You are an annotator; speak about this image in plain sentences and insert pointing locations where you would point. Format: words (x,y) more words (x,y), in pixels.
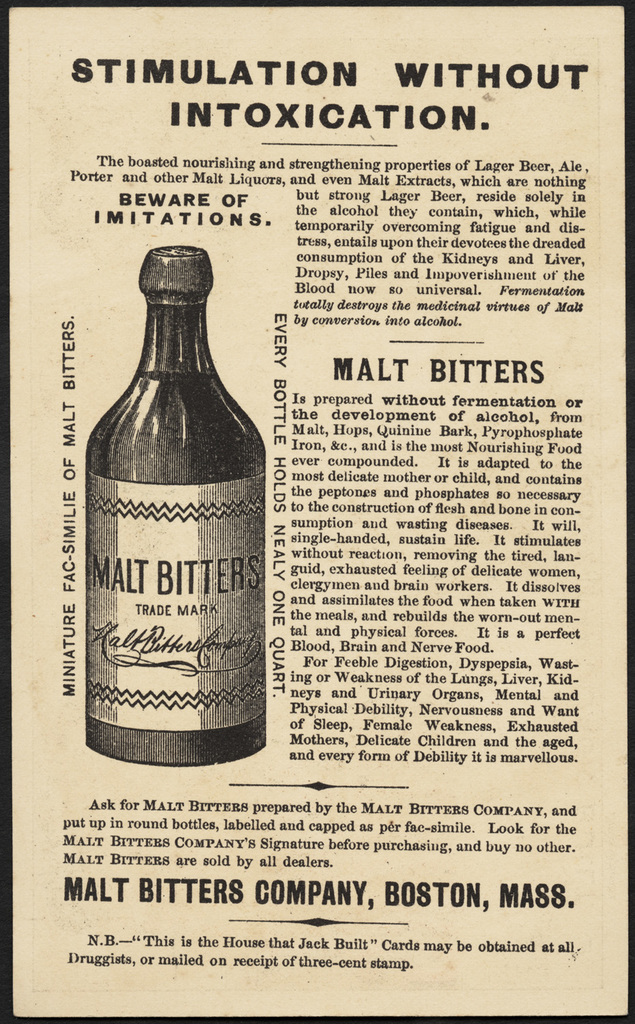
The picture consists of a pamphlet (150,528). In the picture we can see text (456,373) and drawing (167,556) of a bottle (201,430).
